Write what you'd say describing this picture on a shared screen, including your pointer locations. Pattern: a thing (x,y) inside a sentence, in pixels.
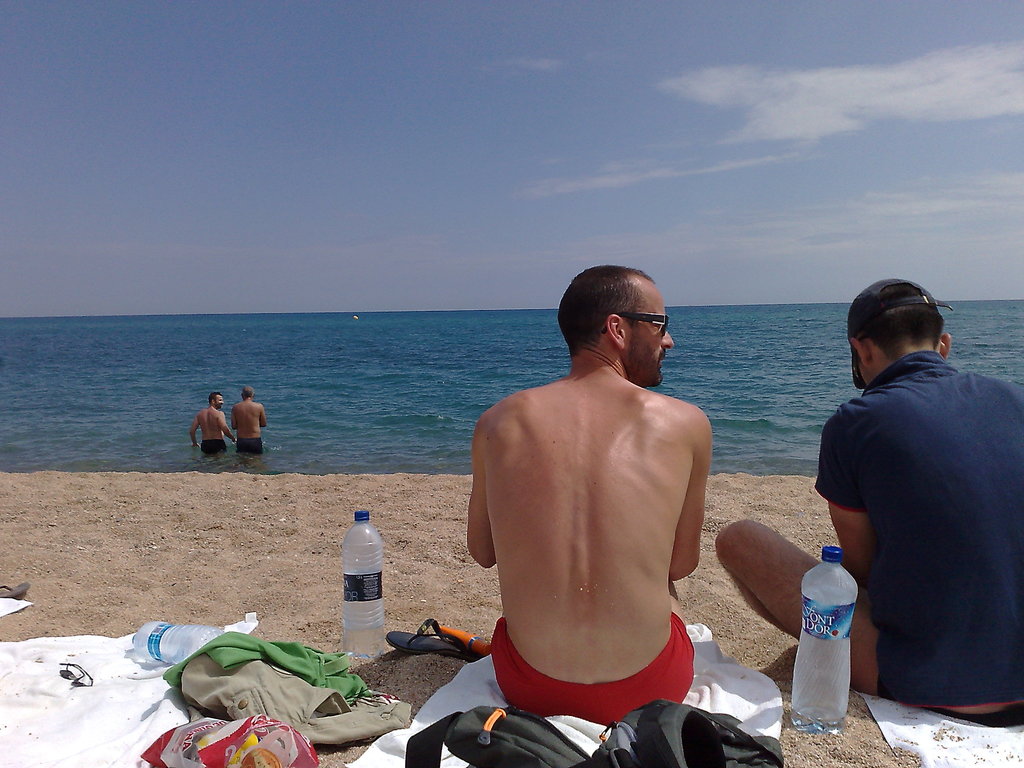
This is a sea (328,385). Persons (242,410) are in water (298,454). These two persons (568,569) are sitting on cloth (688,690). On this sand (259,585) there is a cloth (197,660), bottle (370,614) and bags (647,752).
